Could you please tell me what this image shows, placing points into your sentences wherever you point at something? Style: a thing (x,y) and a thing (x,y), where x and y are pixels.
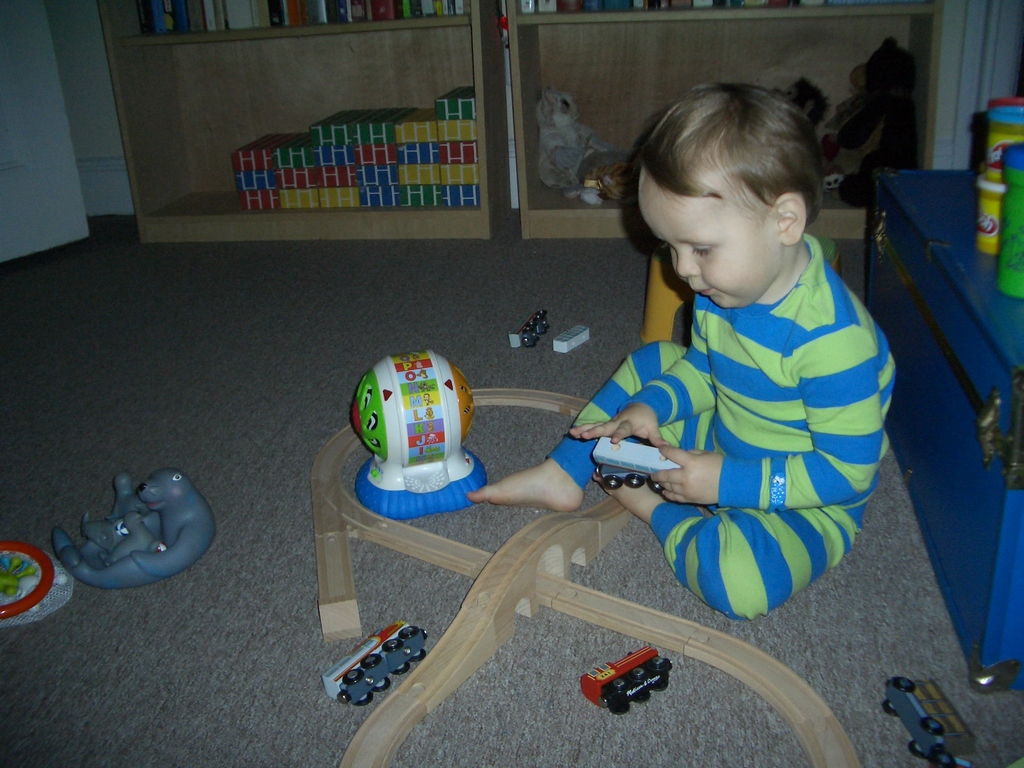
In this picture, there is a kid (838,324) towards the right (797,459). He is wearing strip clothes (810,453) and he is holding a toy (604,446). Before him, there are toys (417,380). Behind him, there is a trunk (924,336). On the trunks (914,321), there are jars (1016,237). On the top (392,66), there are racks (436,66) with toys (586,159) and books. In the bottom (509,699), there is a mat (369,581).
